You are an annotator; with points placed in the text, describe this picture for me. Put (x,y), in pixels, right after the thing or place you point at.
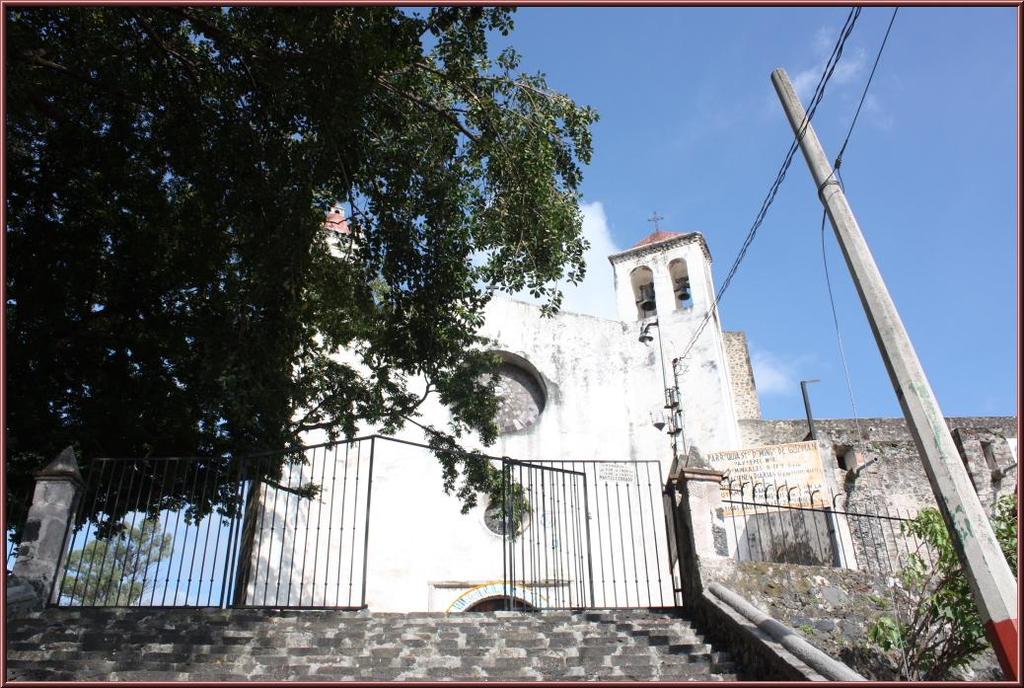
In the foreground of the image (564,664) we can see the steps (562,664). In the middle of the image (628,249) we can see a gate (650,584), building (597,578) and tree (494,422). On the top of the image (806,125) we can see the pole (807,144), current wires (770,208), plus symbol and the sky (773,311).
